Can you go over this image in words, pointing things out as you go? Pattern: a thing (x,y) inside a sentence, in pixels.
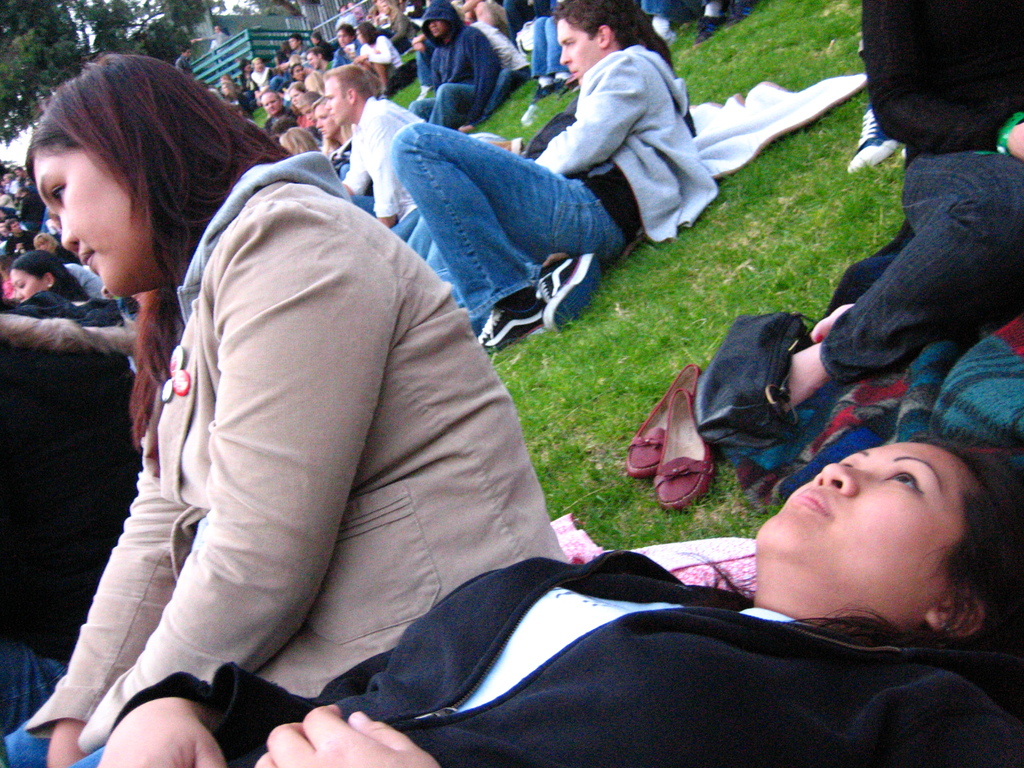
In this image at the bottom (1004,580) a girl (837,763) is lying down and looking at someone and at the back (518,85) there are some people (458,83) sitting on the ground (625,297), and the ground (734,212) is full of grass (751,267).
